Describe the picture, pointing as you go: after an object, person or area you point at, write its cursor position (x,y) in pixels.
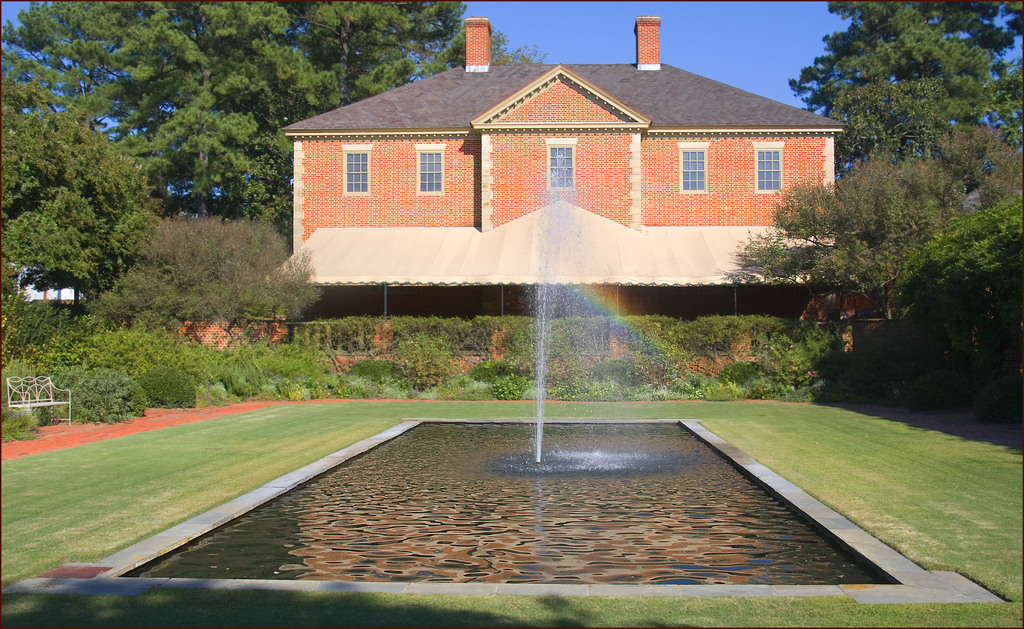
In the image we can see there is a fountain (541,418) and there is a water (560,552). The ground (185,458) is covered with grass (339,414) and behind there are plants (268,375) and trees (854,250). There is a building (495,231) and there is a clear sky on the top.
